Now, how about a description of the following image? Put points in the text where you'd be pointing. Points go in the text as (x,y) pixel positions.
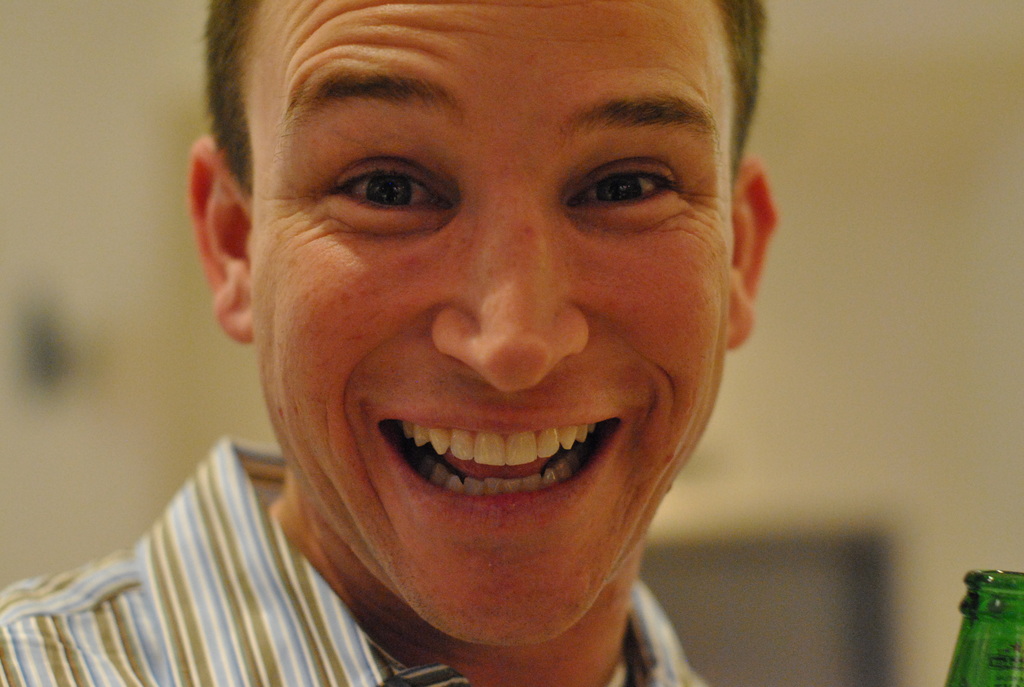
In this picture I can see there is a man (217,164), laughing and he is wearing a shirt (57,633). There is a green color bottle (958,668) visible to the right side (987,645) bottom of the image (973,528) and the backdrop (981,329) is blurred.
